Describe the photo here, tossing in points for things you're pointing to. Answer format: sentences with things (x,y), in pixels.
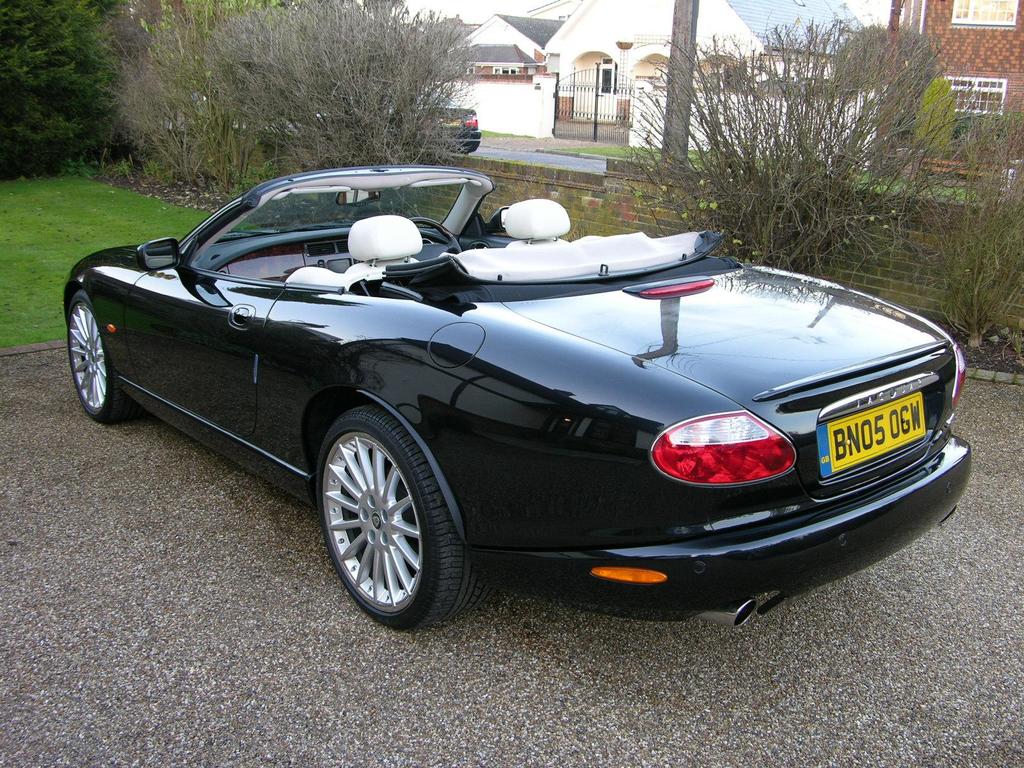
In the center of the image (530,279) we can see a black car (511,495) with a number plate (823,466). In the background (129,43), we can see buildings (765,34), trees (958,143), grass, one pole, one vehicle (461,131) on the road (485,151) and a few other objects (504,126).
